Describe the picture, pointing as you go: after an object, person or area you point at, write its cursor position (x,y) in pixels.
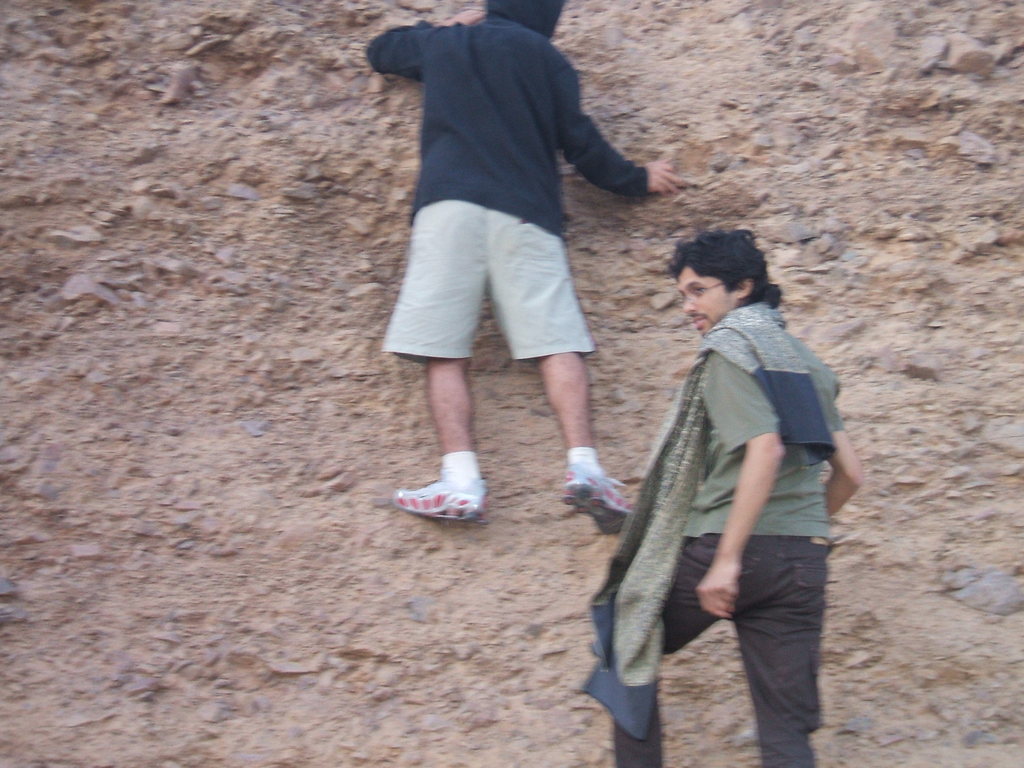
In this image we can see there are two persons (515,329) are trekking.
